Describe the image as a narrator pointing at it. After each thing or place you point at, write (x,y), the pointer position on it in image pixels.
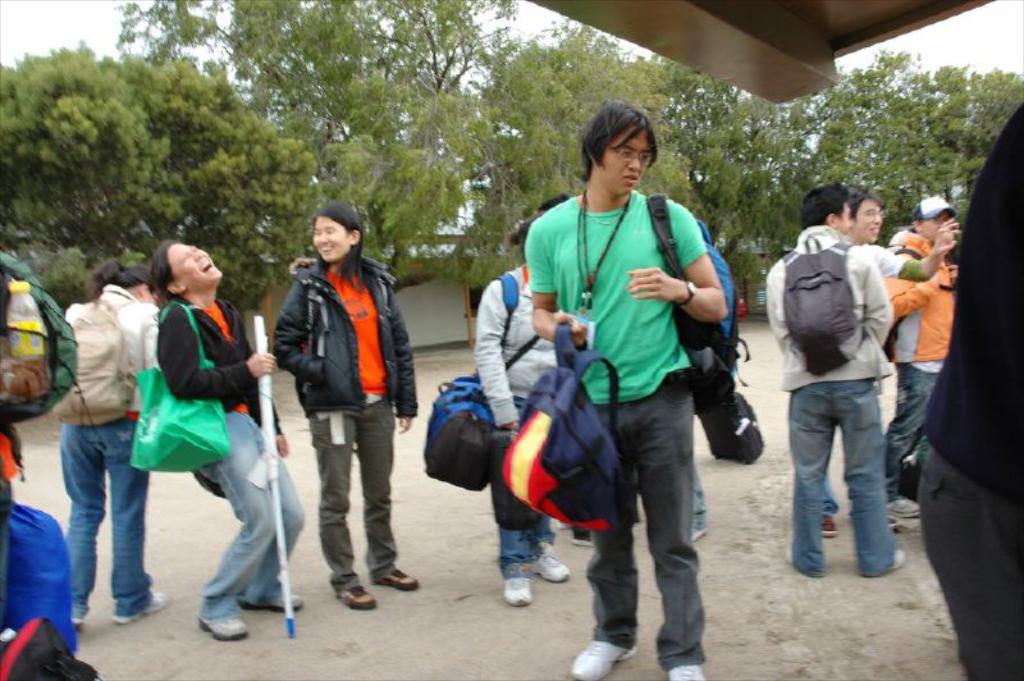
In this image we can see some persons (659,338), bags (591,427), pole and other objects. In the background of the image (454,158) there are some trees (454,125) and other objects (418,335). At the top of the image (701,53) there is an object (630,29) and the sky (45,28). At the bottom of the image (323,673) there is the floor (339,662).
